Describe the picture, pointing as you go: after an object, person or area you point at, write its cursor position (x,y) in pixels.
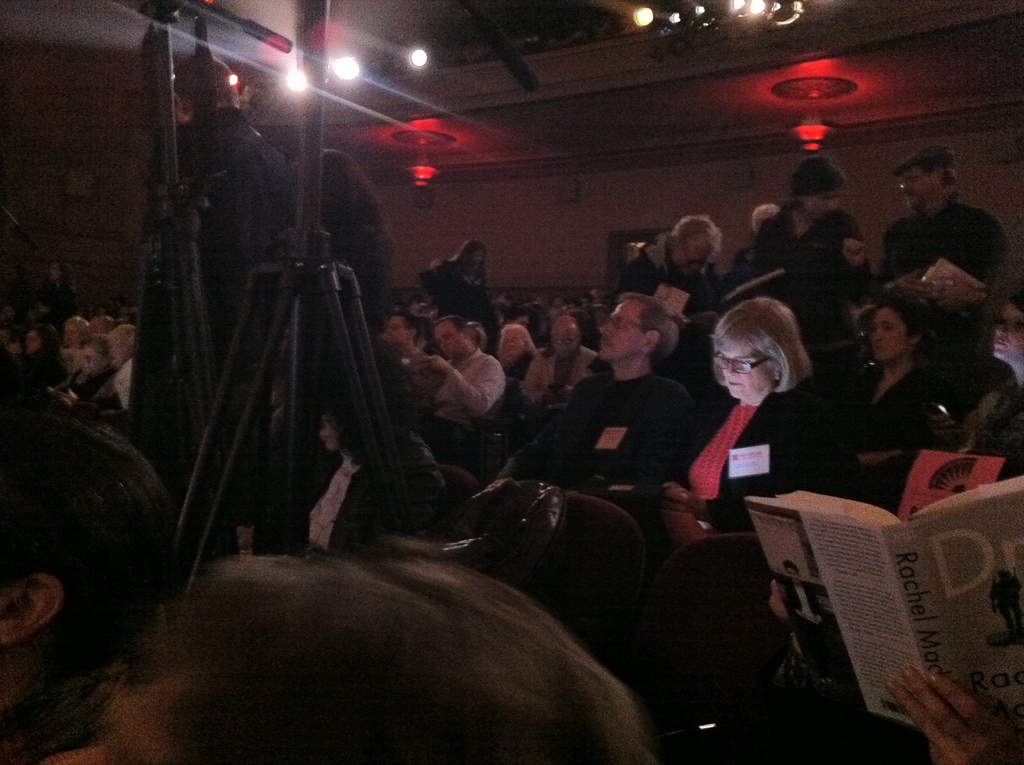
In this image, we can see a few people (327,199) and poles (315,19). We can see some lights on the roof (669,84). We can also see the wall (595,213).
